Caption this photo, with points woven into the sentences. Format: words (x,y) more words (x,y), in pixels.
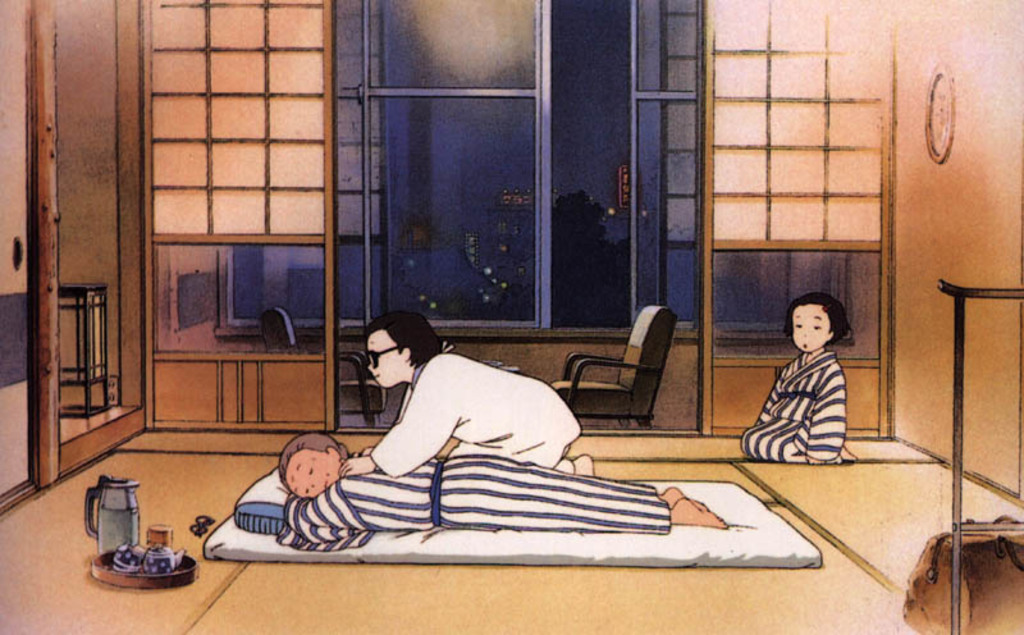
In this image there is a cartoon of a few people (664,501) sitting, one of them is lying on the bed (409,536), there are a few objects (140,574) and a jar (110,534) on the floor (141,530). On the right side of the image (979,581) there is a bag (965,567) on the floor (888,555) and a clock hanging on the wall (914,297). In the background (431,211) there are chairs (655,373) and a glass window (469,192), through which we can see there are buildings (510,241) and trees (564,287).
